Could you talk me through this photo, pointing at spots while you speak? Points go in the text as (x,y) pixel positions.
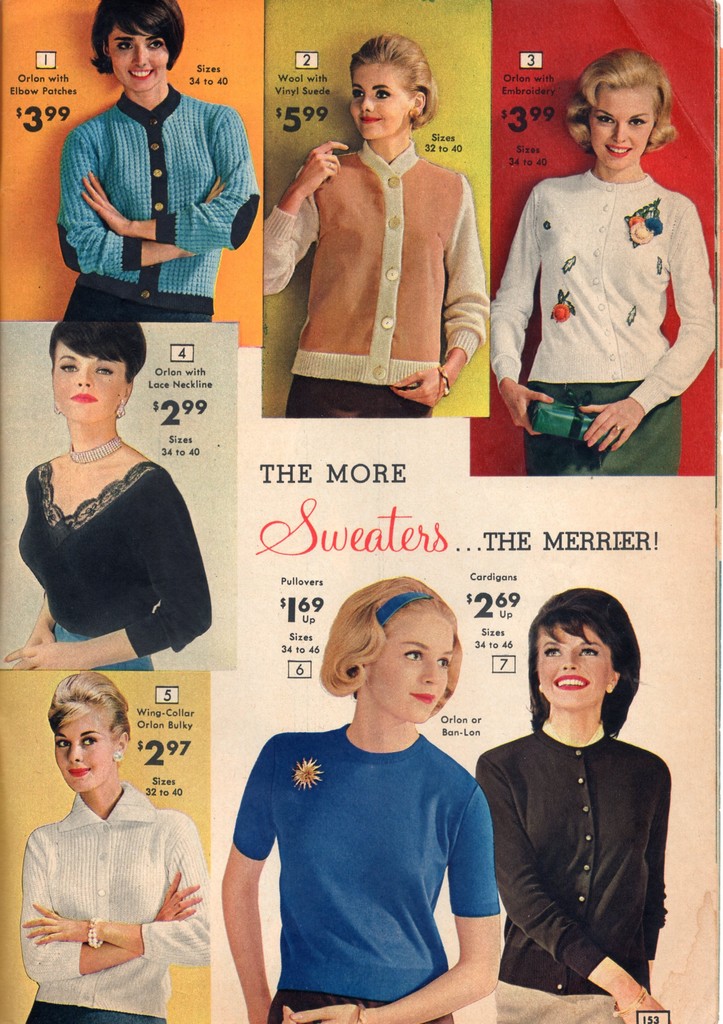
This is a picture of a collage. The picture consists of various images (172,214) of women (203,220) in different costumes (93,819), in each image (469,72) there is text (447,149) and dollars (508,617).
